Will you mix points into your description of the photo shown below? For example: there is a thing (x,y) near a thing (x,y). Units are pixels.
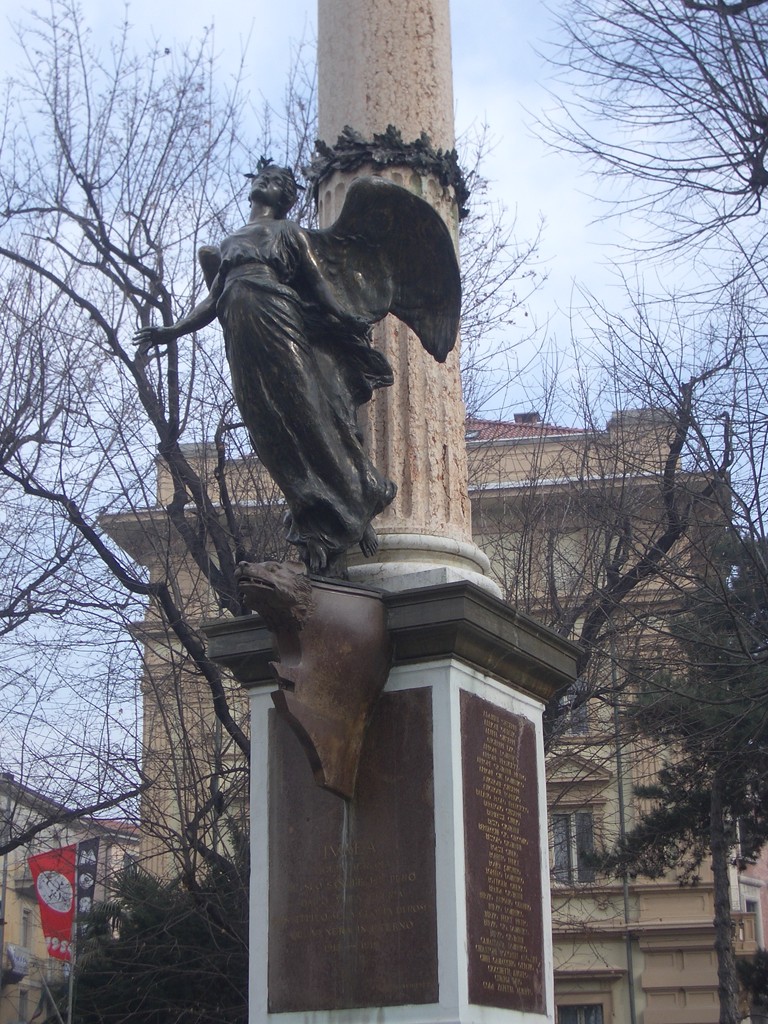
This picture is clicked outside. In the center (385,484) we can see the sculpture of a person (293,306) and the sculptures of some objects (312,596) and we can see the text (508,782) on the wall (417,667) and we can see the pillar (394,456), dry stems (187,874) and branches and we can see the flag (37,883), trees (174,926). In the background (169,554) we can see the sky (555,108) and the buildings (601,1011).
